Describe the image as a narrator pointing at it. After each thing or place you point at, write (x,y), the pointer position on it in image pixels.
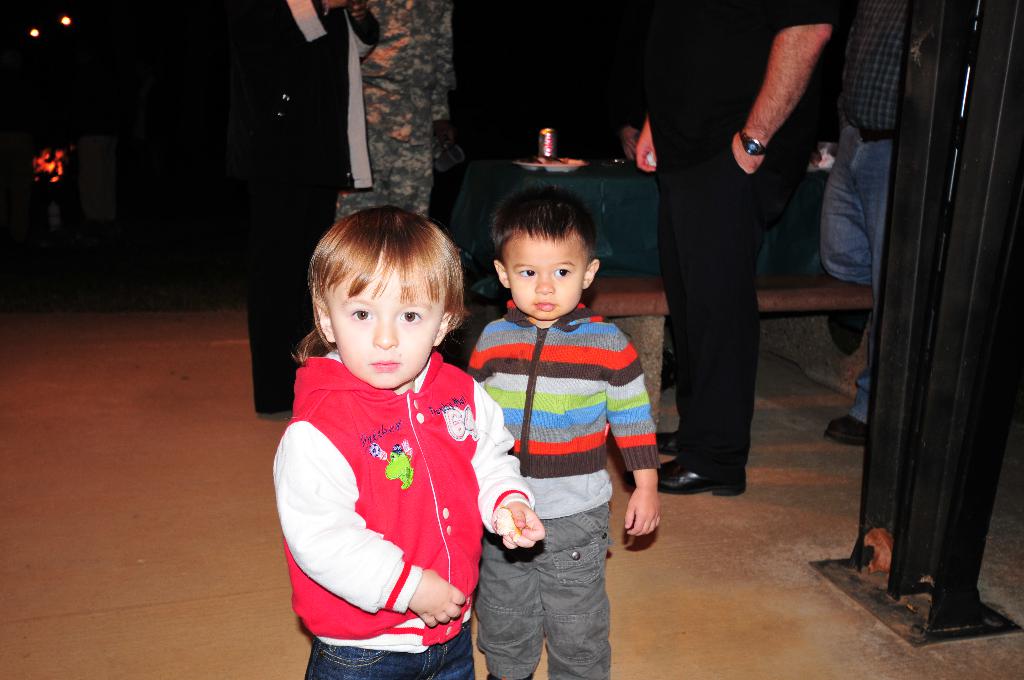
In this picture we can see two kids (485,508) and people (315,104) standing on the floor (279,574). Behind the people (321,121), there are lights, a table (609,210), bench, and dark background. On the table (578,193), there is a plate (546,168) and a tin (547,153).
